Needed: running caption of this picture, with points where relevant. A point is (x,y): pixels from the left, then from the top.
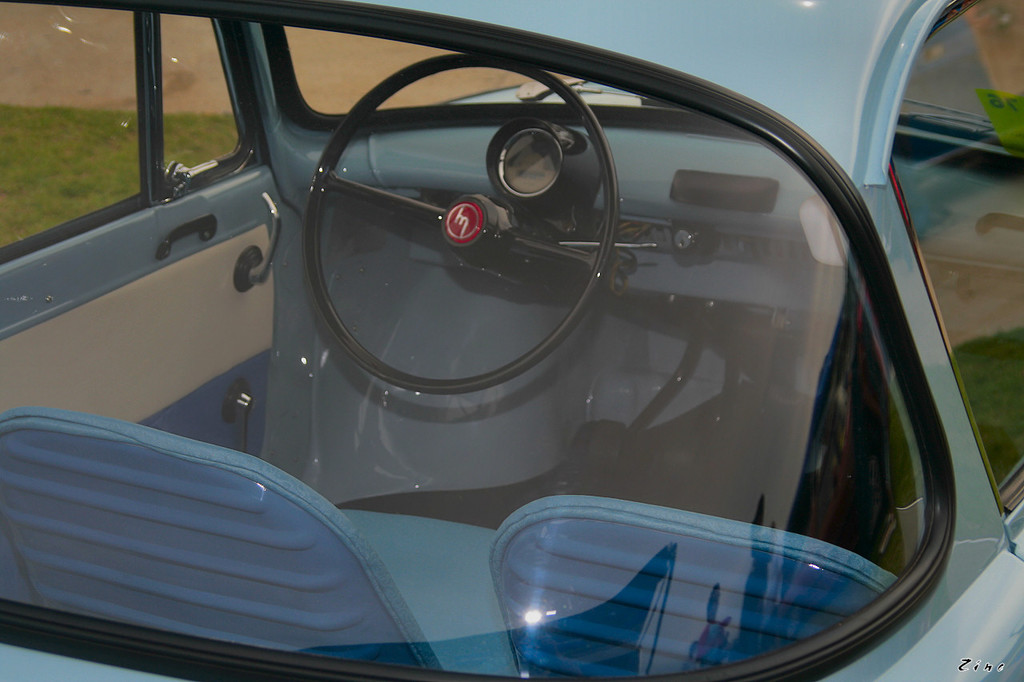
We can see blue vehicle (765,121) and glass windows (929,165), through this window (392,254) we can see steering wheel (450,382), seats (270,478) and grass (77,117).
